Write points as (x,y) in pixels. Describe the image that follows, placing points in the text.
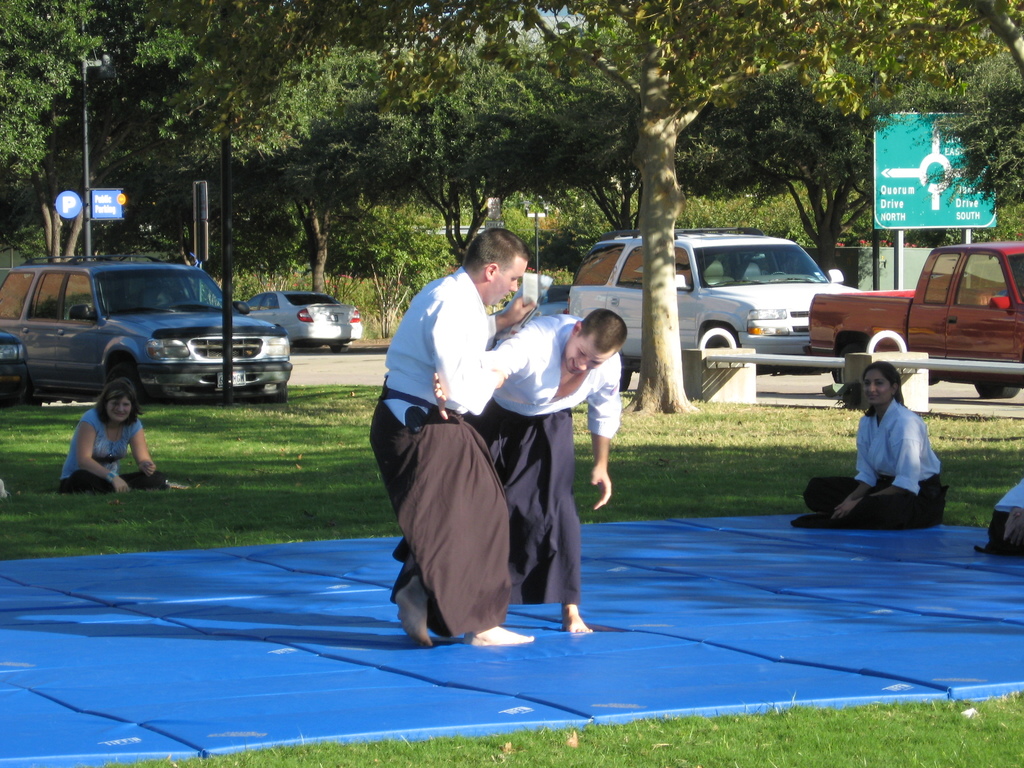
In this image we can see people (566,586), tatami mats (623,716), grass (866,726), road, vehicles (929,328), bench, planter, poles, boards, and trees (608,192).
